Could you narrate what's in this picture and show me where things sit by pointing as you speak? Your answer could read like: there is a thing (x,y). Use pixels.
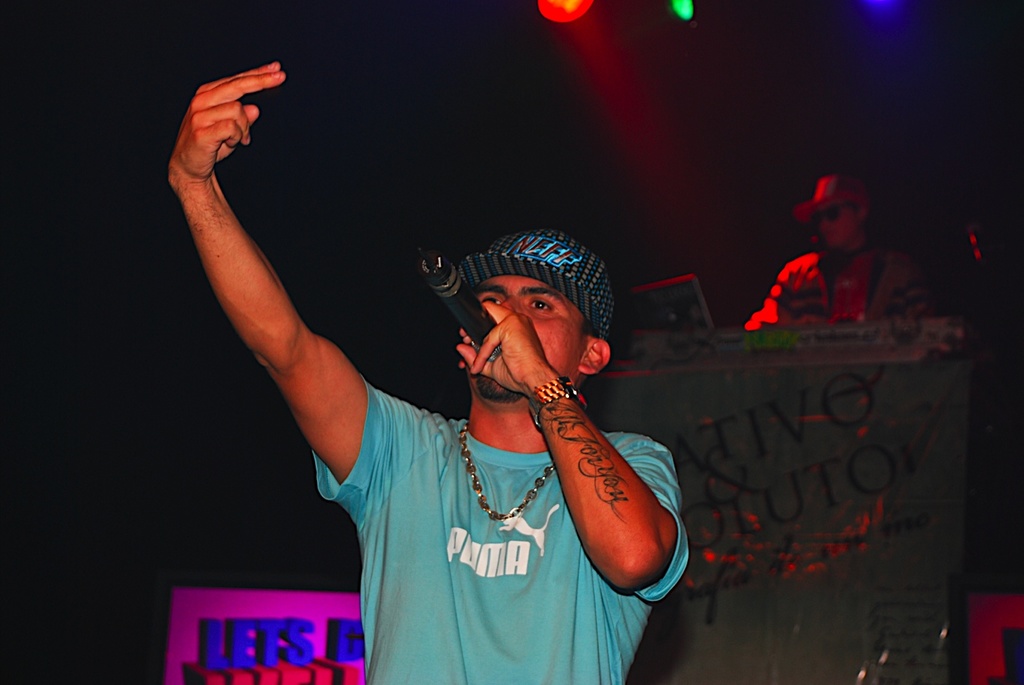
In the foreground of this image (511,450), there is a man (523,539) standing and holding a mic (466,305). Behind him, it seems like a screen (295,645). On the right (850,270), there is a man (850,304) standing in front of a table (825,443) on which there is a laptop (687,310) and there are few lights (674,10) at the top (582,8) in the dark background (569,10).
